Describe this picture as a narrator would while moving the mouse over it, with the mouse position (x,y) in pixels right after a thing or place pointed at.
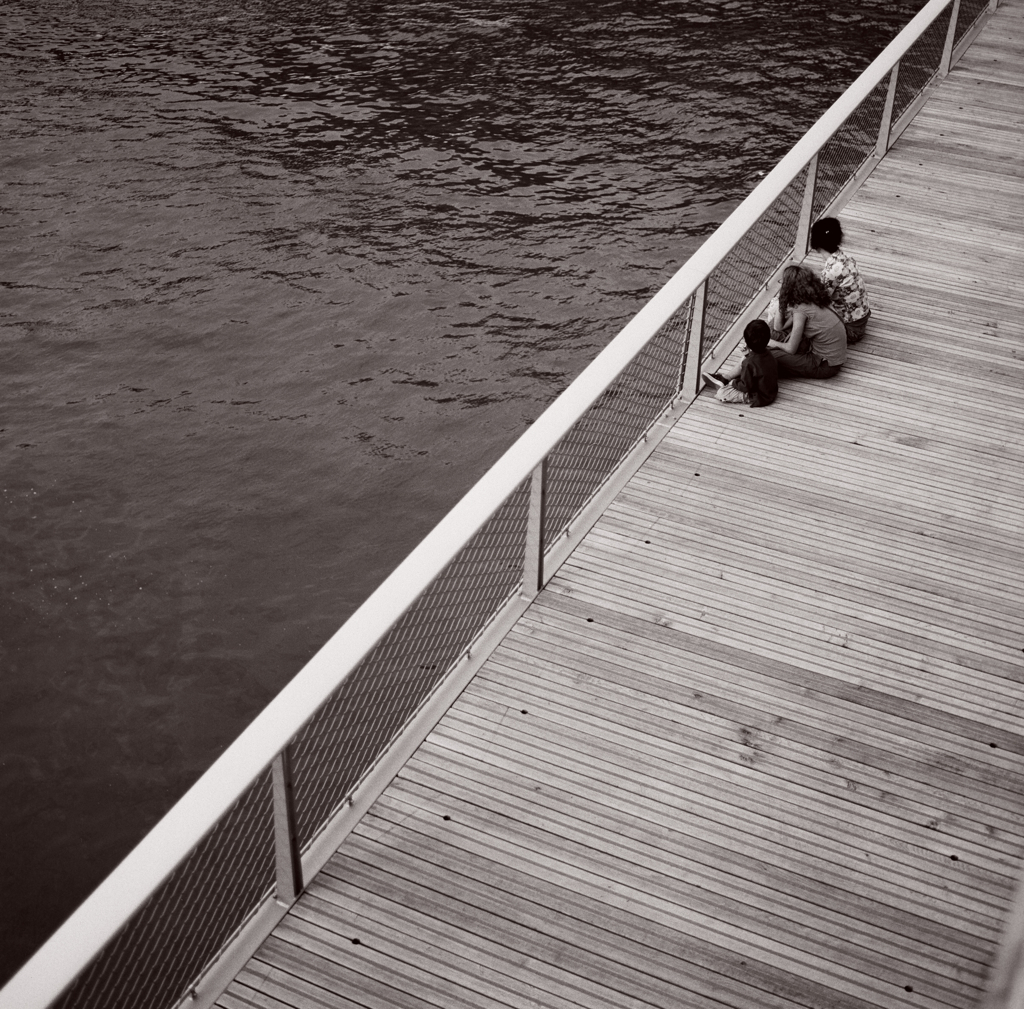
This is a black and white image. In the right side (839,354) there are three persons (789,314) sitting on a bridge (718,493). In front of these people (780,337) there is a railing (658,397). On the left side (117,377), I can see the water (295,258).
